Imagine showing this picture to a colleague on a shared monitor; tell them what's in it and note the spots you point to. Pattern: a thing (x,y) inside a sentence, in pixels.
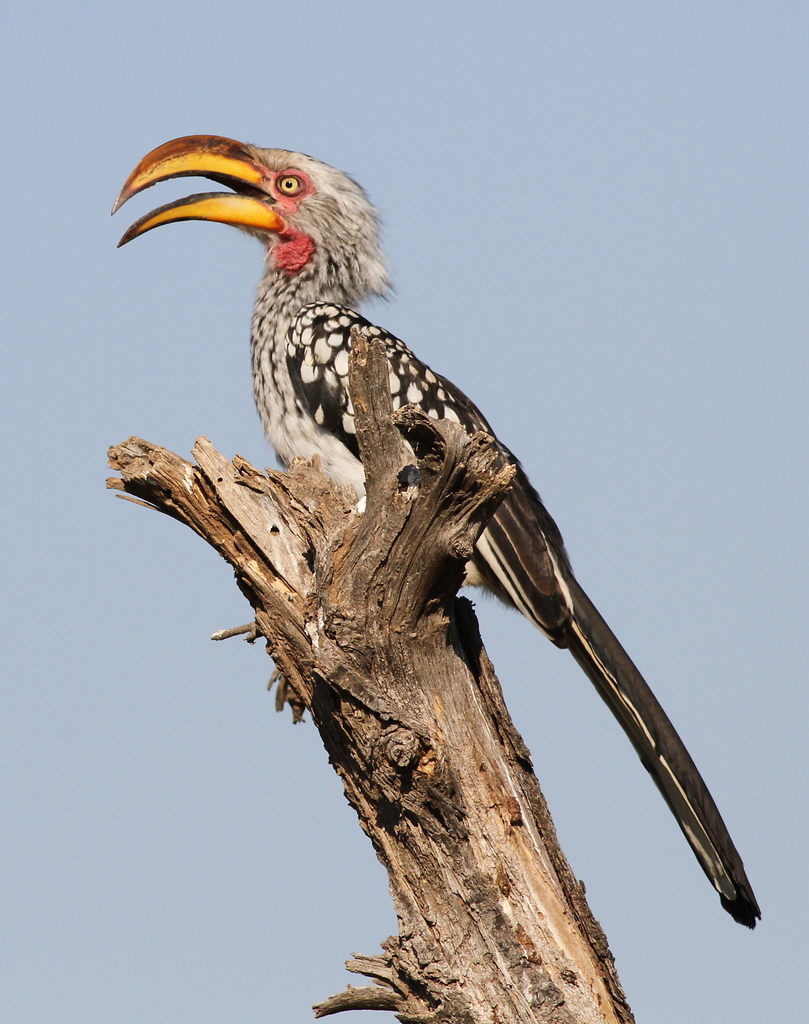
In this image I can see a bird (355,311) which is in black and white color. It is on the branch (392,552). The sky (463,236) is in blue and white color.
